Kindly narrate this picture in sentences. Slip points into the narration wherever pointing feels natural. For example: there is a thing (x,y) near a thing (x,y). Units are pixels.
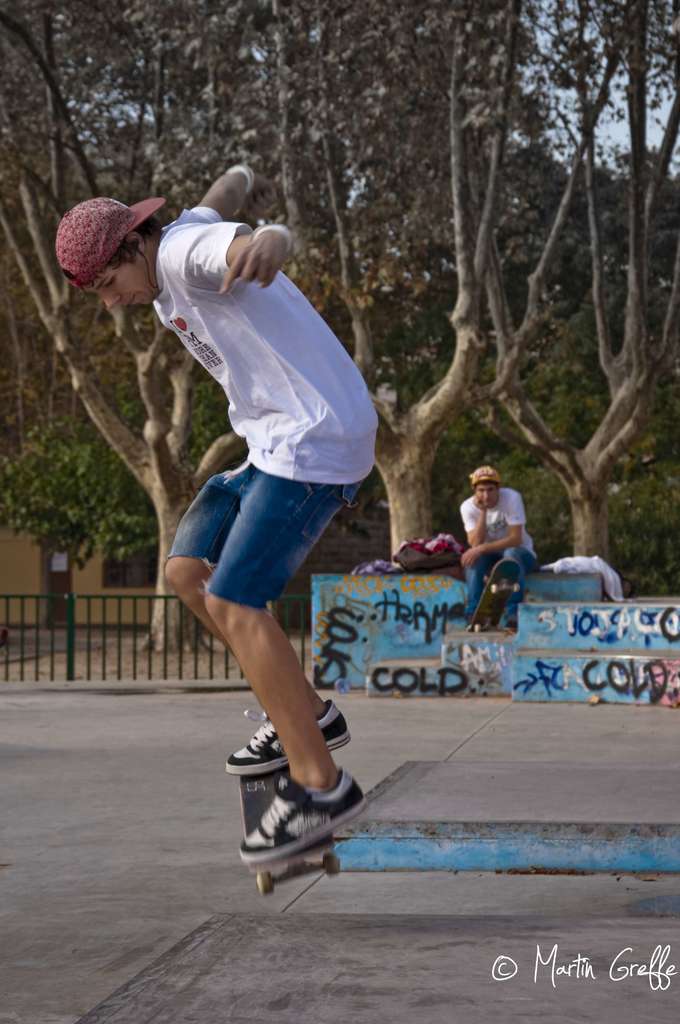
In this picture we can see a man (201,528) wore cap (115,205), shoes (257,771) and standing on a skateboard (254,802) and in the background (487,233) we can see fence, trees (91,177), clothes (570,563), skateboard (506,603) and a man (518,510) sitting.
